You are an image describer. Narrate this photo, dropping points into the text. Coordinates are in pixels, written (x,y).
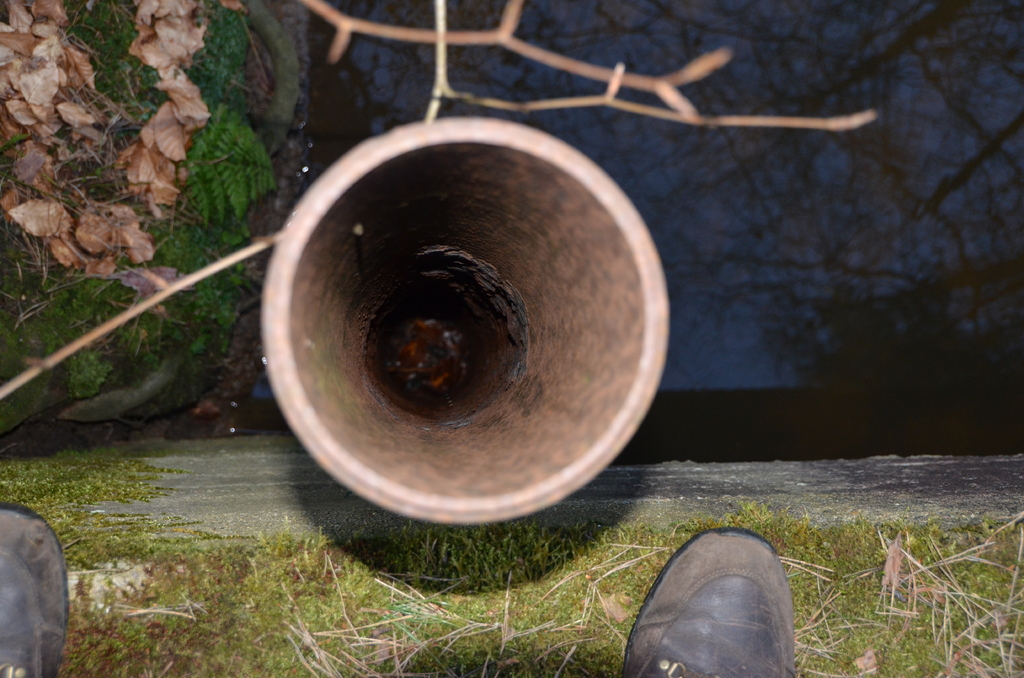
In this image we can see a pipeline (536,403), twigs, grass (232,105), sky (682,248), trees (849,287) and shoes (51,556).
